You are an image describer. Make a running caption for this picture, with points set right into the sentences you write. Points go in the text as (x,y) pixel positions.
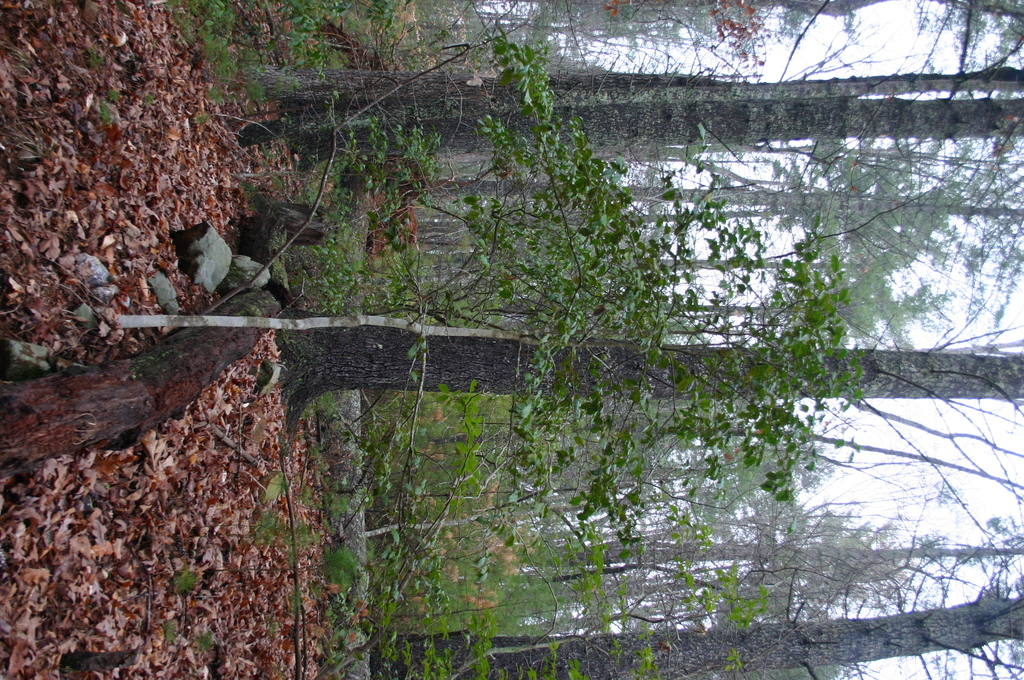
In this image in the front (497,330) there are plants (506,273). On the left side (107,349) there are dry leaves (165,454). In the background (624,376) there are trees (629,353).
